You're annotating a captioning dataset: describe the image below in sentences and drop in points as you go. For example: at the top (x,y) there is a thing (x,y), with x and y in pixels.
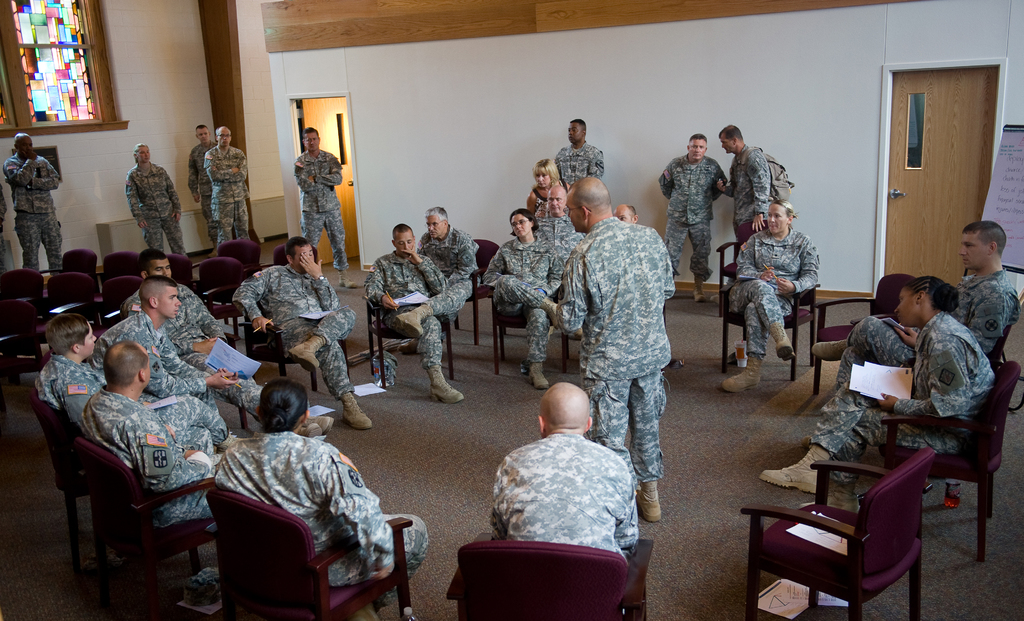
This picture is taken in a room (78,616), There are some people (252,301) sitting on the chairs (275,566) which are in red color, In the middle (588,329) there is a man (628,378) standing and speaking something, In the background (479,189) there is a white color wall (551,137) and there are some people (694,172) standing, There is a yellow color in the right side (924,169).
